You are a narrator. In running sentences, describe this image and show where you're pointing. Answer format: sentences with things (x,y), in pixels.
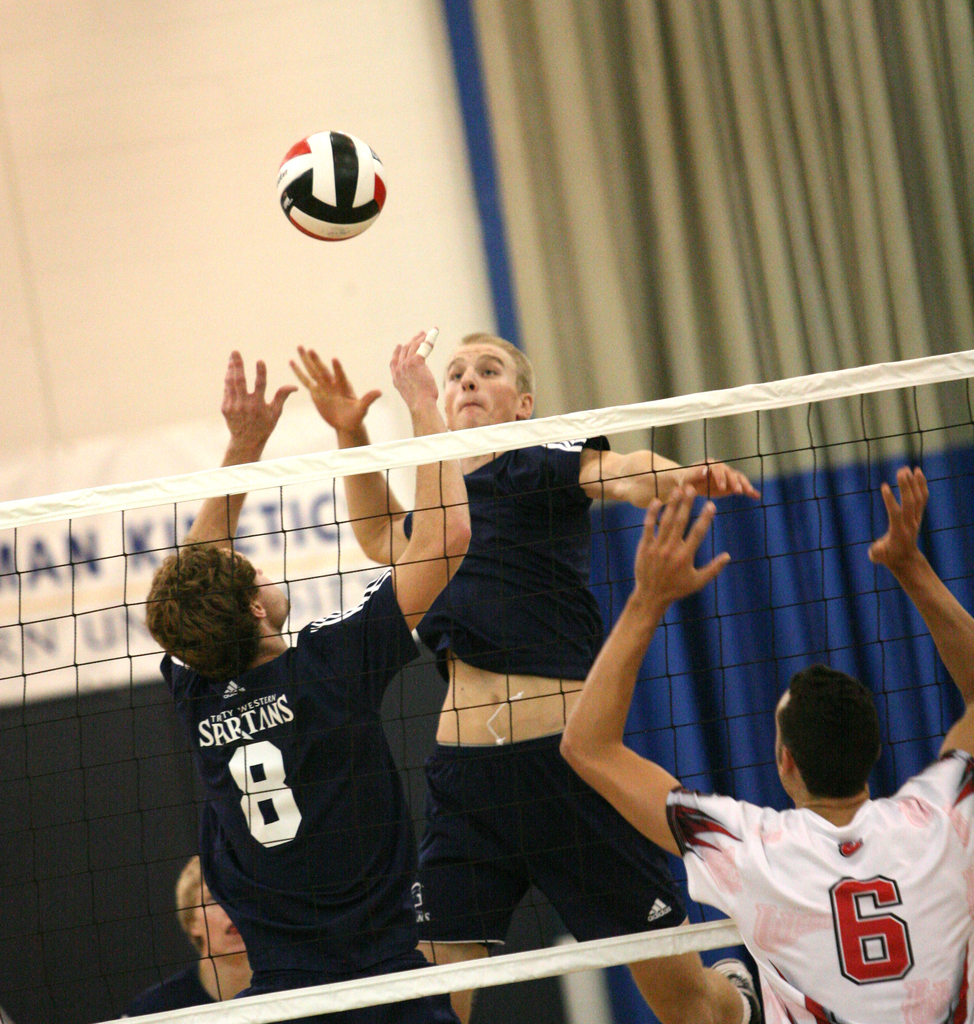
In this picture we can see the persons (618,694) who are playing volley ball. This is the mesh (106,610). And on the background (726,275) there is a curtain (706,139).
